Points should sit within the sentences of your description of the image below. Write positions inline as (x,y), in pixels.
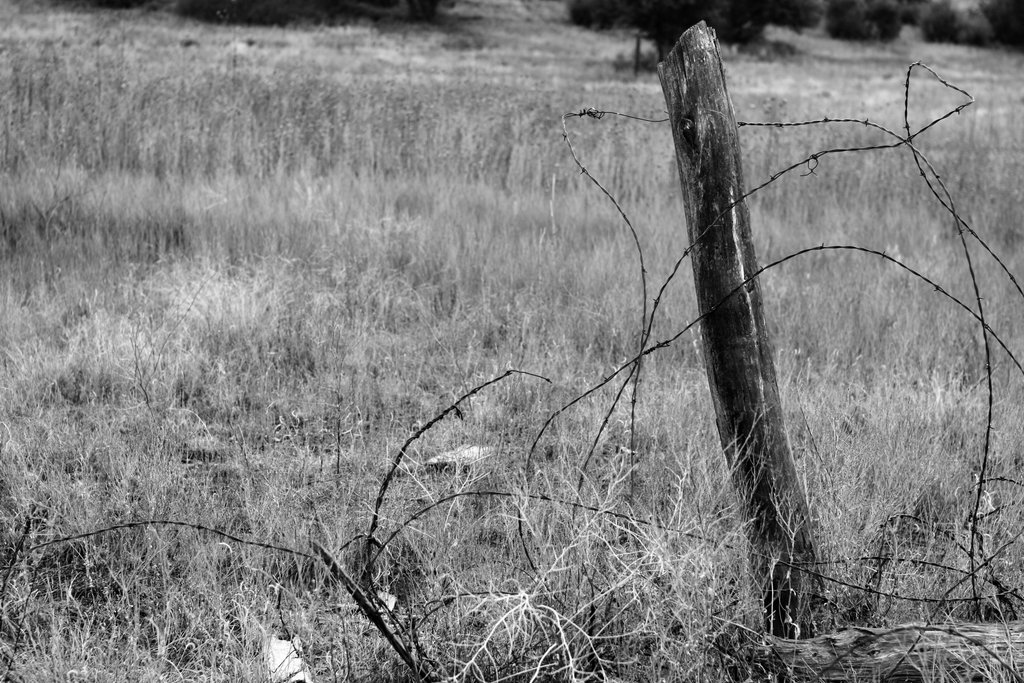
This is a black and white image. I think this is the dried grass (387,345). I can see the wooden stick (730,302). I think this is a fence wire (979,299).
